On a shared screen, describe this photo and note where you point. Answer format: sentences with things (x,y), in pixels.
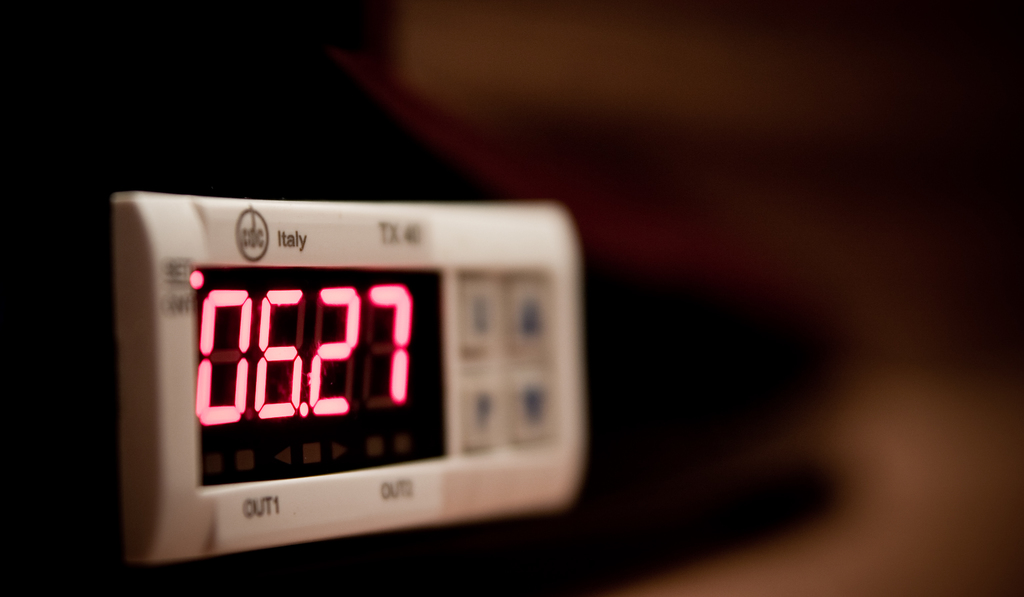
In this picture there is the device (335,399) and there is a text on the device (342,521) and there is a number (245,316) displaying on the screen (347,345) and there are four buttons (473,323) on the device (542,310). At the back (166,26) there is a black background (56,345).
